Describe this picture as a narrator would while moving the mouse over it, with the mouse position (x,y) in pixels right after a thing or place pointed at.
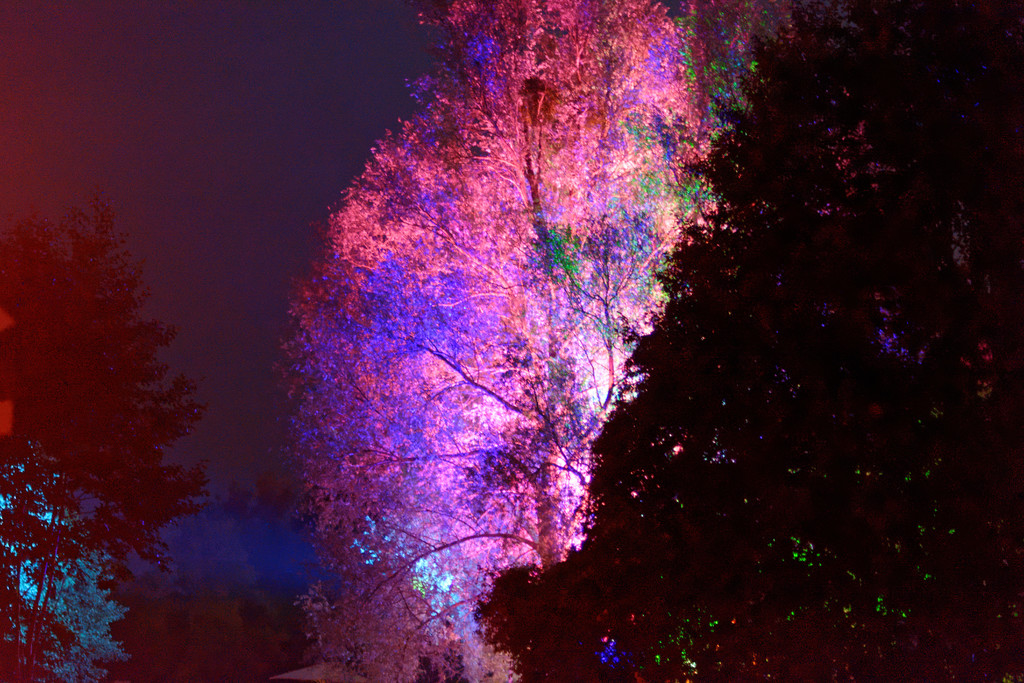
In this image we can see trees (407,321), colorful lights (443,319) and other objects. There is a night background (354,44).
